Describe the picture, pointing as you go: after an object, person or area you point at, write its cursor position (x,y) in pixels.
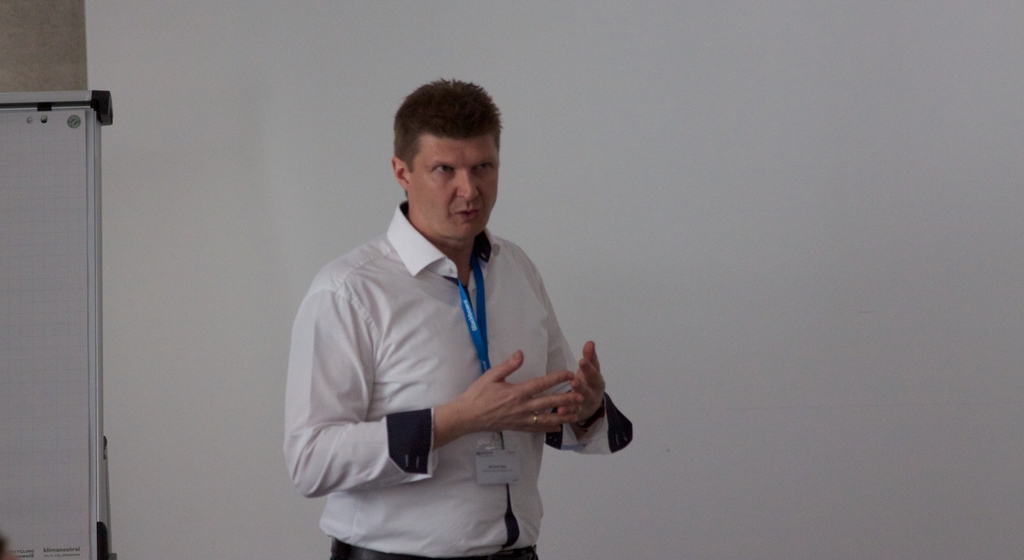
In this image there is a man (531,389) standing wearing a tag (500,447), behind him there is a board (59,348).
